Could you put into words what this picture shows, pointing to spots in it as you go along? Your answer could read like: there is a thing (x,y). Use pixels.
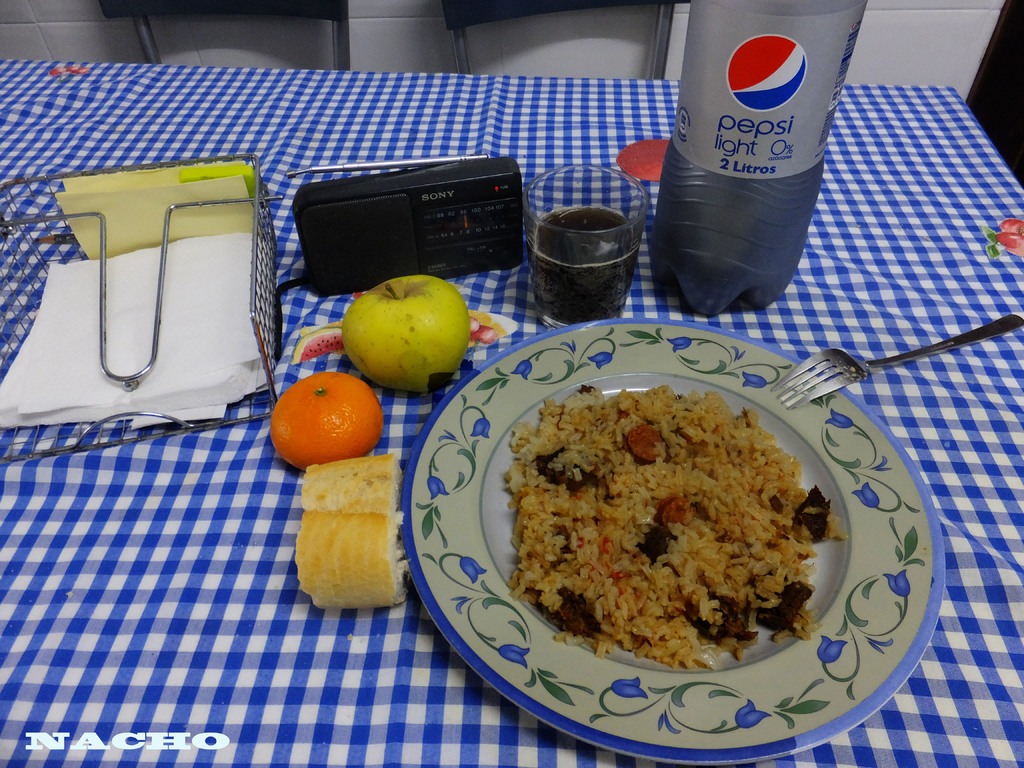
In this image we can see a table (326,315) on which we can see a plate (467,626) which contains food item (775,540), a fork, a bottle (728,304), a glass (552,323) which contain drink (595,275), fruits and tissues (88,392).
